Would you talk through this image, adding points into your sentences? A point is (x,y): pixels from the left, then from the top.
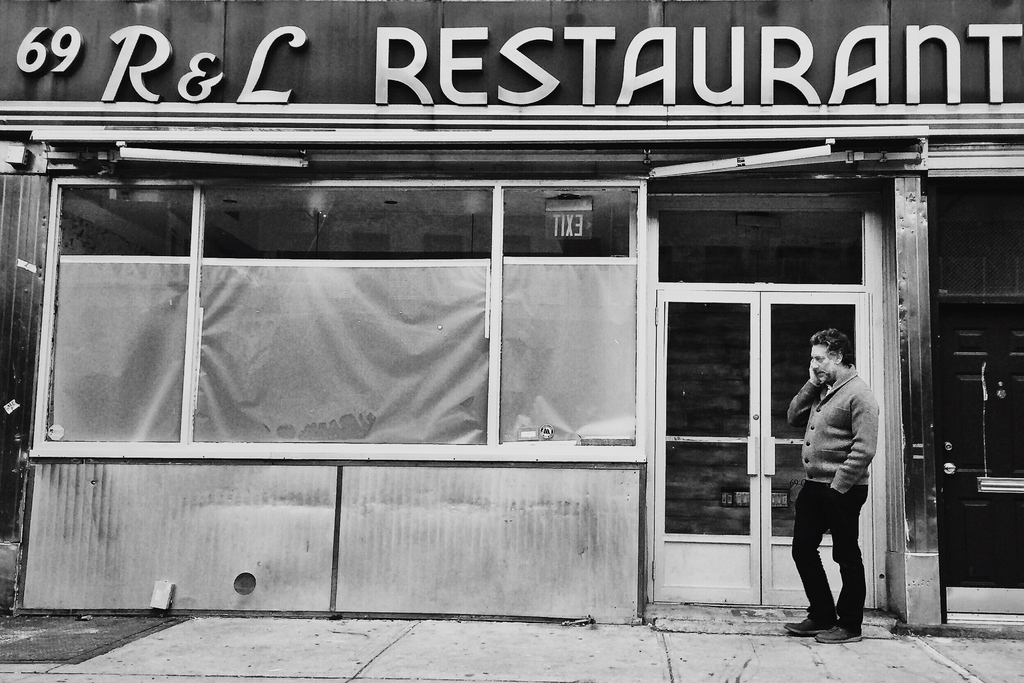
In this picture I can see a man (848,464) is standing. In the background (539,325) I can see a shop (591,231) which has door (717,465) and some name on it. This picture is black and white in color.
